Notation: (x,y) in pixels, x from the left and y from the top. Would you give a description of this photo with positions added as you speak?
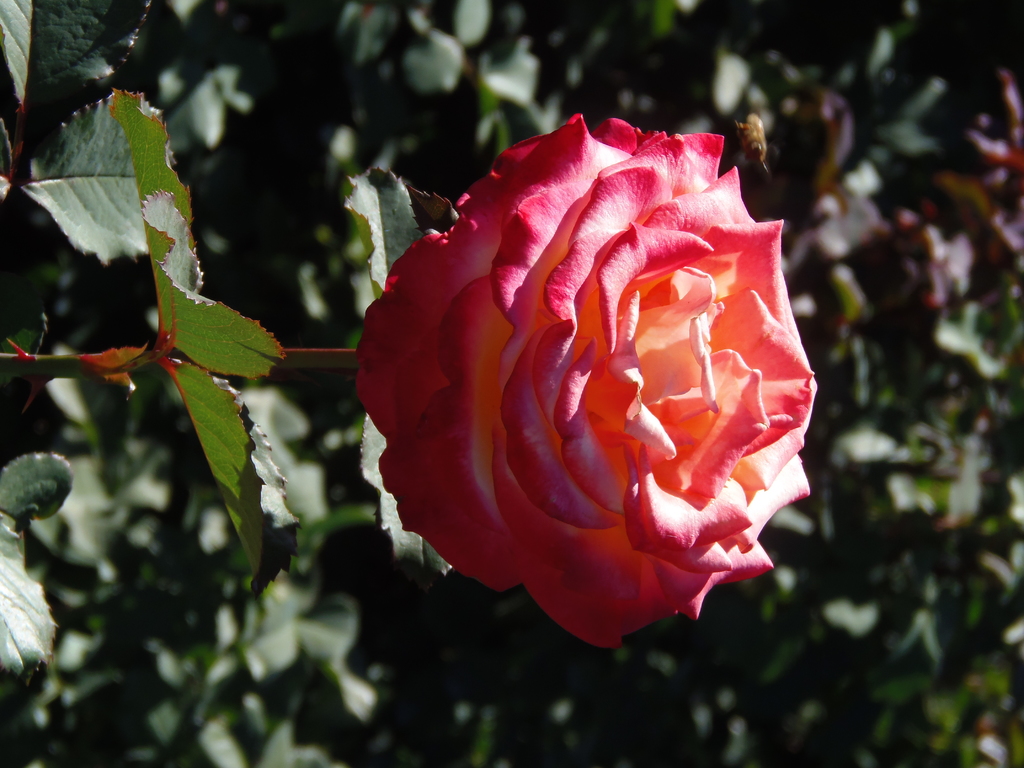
In this image in the front (568,350) there is a flower (528,398) and there are leaves (196,295). In the background (215,573) there are plants (190,564).
